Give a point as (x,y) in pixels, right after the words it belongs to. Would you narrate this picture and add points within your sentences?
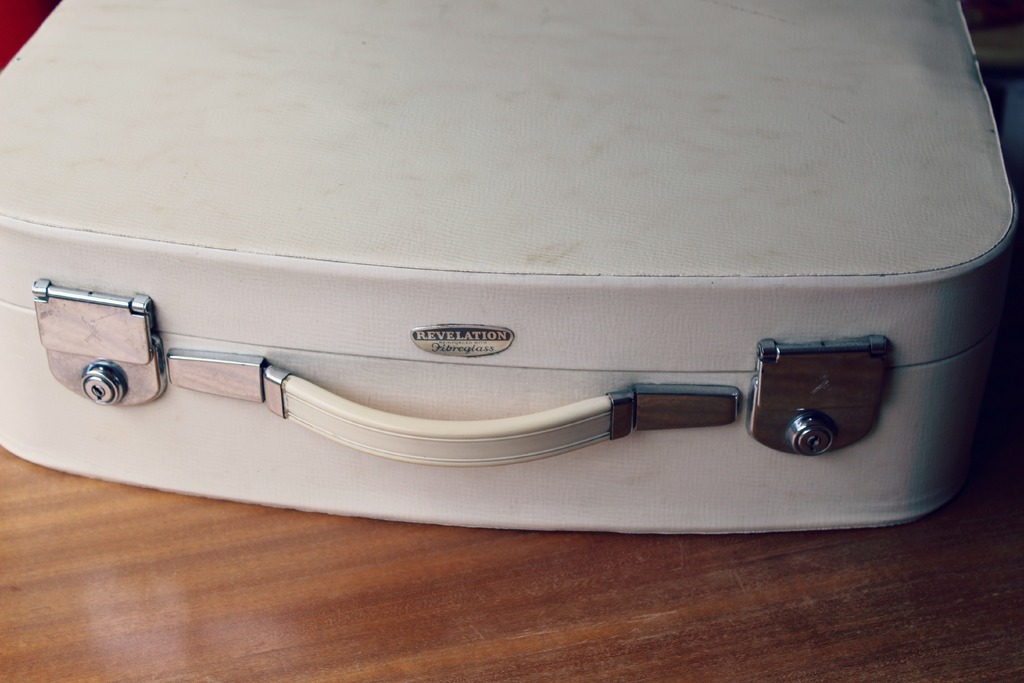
In the image we can see there is a white colour suitcase (435,362) kept on the wooden table (246,588).
